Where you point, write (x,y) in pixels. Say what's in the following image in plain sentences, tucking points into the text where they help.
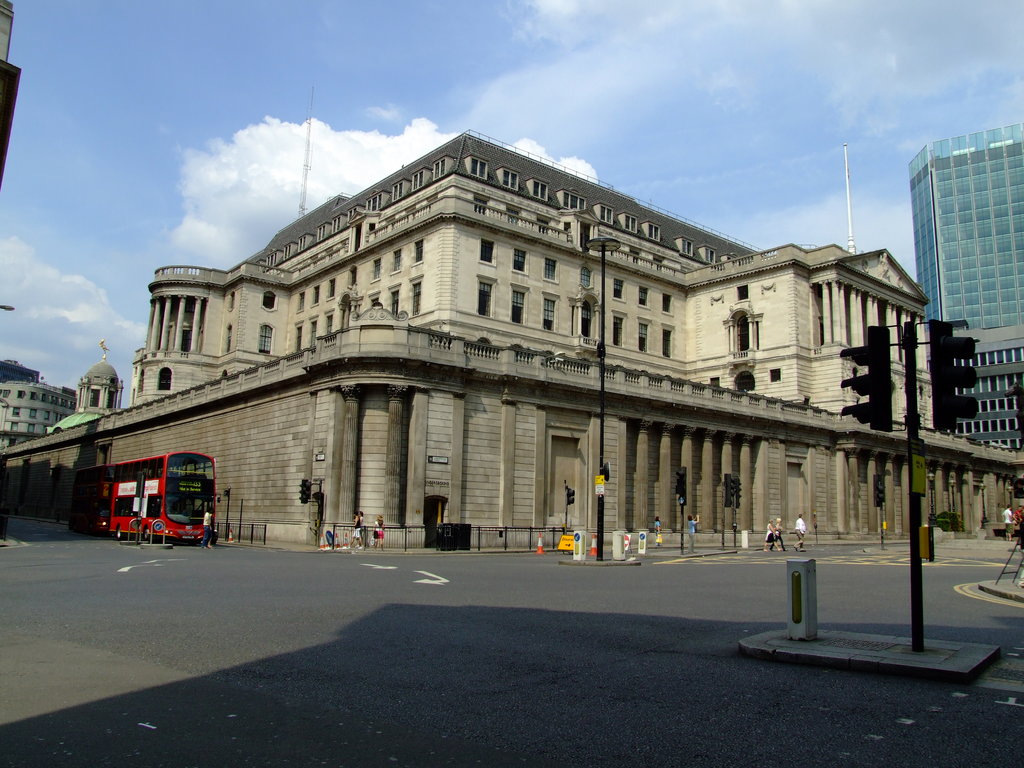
In this image we can see few persons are walking on the road (642,602), traffic signal poles (885,389), vehicle (192,539) on the left side (171,495), street lights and objects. In the background (421,335) we can see buildings (575,274), windows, railings (371,536) and clouds (620,91) in the sky (829,195).
